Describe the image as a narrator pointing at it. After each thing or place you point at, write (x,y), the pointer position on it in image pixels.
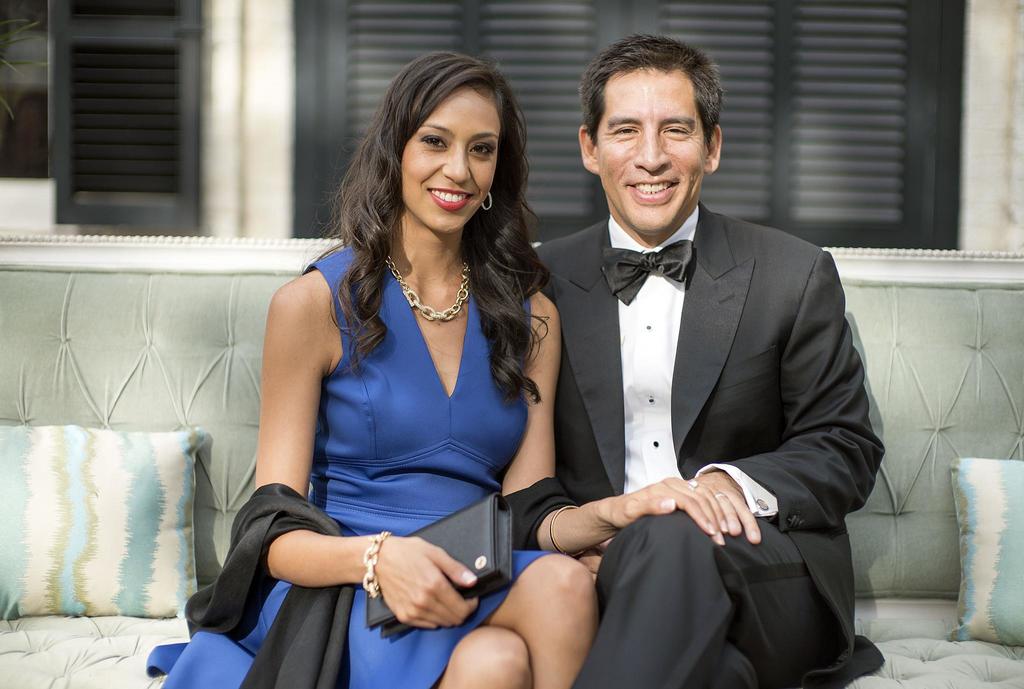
In this image I can see two people (568,518) with different color dresses (700,459) and one person (431,565) holding the wallet (460,542). On both sides of these people (261,479) can see the pillows (145,607) on the couch (92,617). I can see the window doors (876,164) and the wall (970,168).
